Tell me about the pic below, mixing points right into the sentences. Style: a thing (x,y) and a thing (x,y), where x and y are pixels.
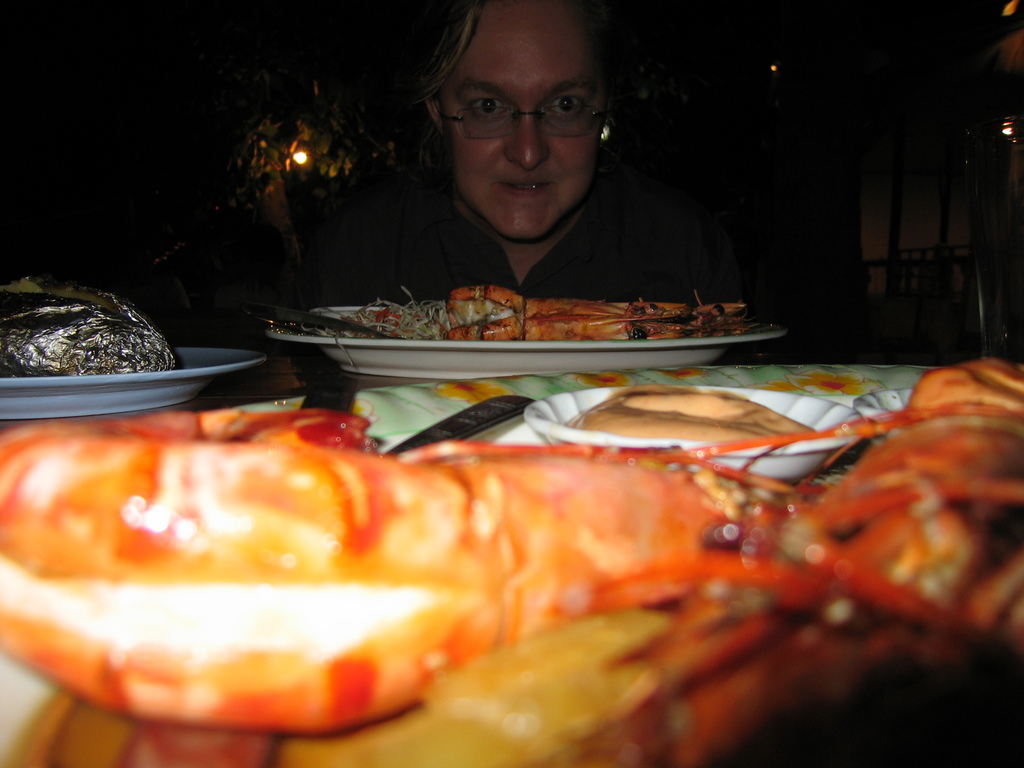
In the center of the image (626,270) we can see a man (369,218) sitting. He is wearing glasses (499,128), before him there is a table (477,391) and we can see plates (881,407), spoons (476,427) and seafood (324,504) placed on the table (278,380). In the background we can see lights (299,157).
